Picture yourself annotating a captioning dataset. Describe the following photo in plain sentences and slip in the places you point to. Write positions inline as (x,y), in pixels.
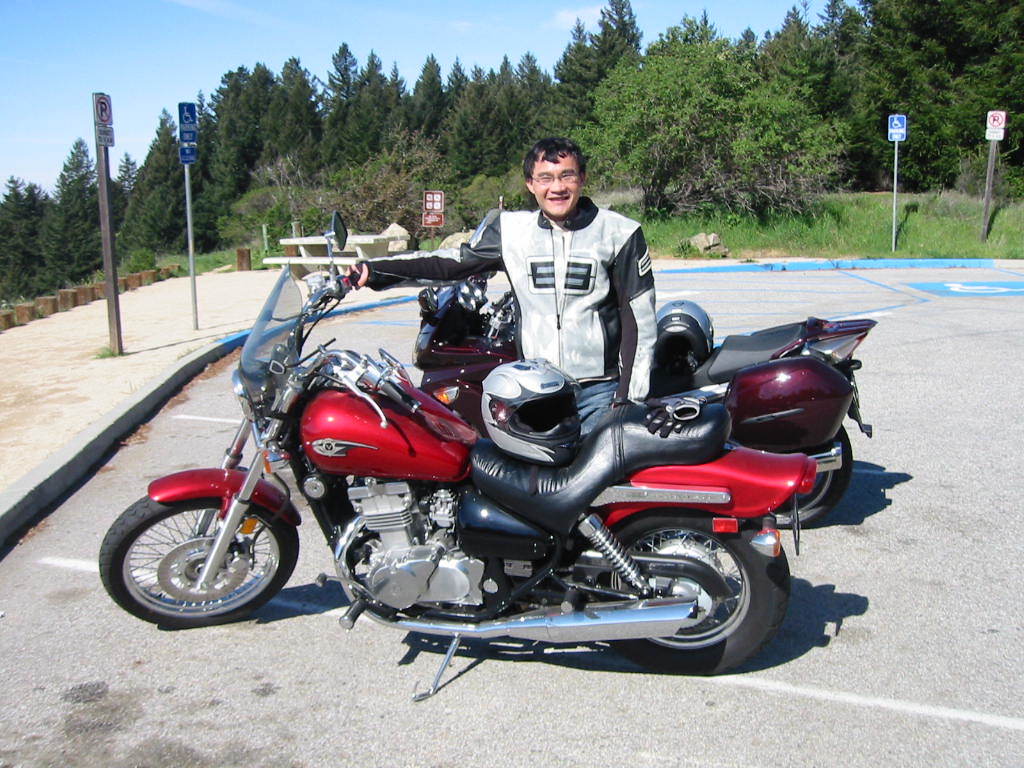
There is a man (631,233) standing and smiling and holding a bike (332,275) and we can see helmets (531,384) on bikes (776,391). In the background (193,129) we can see boards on poles (109,184), bench (286,259), table (374,236), grass (725,226), trees (773,197) and sky (273,35).
